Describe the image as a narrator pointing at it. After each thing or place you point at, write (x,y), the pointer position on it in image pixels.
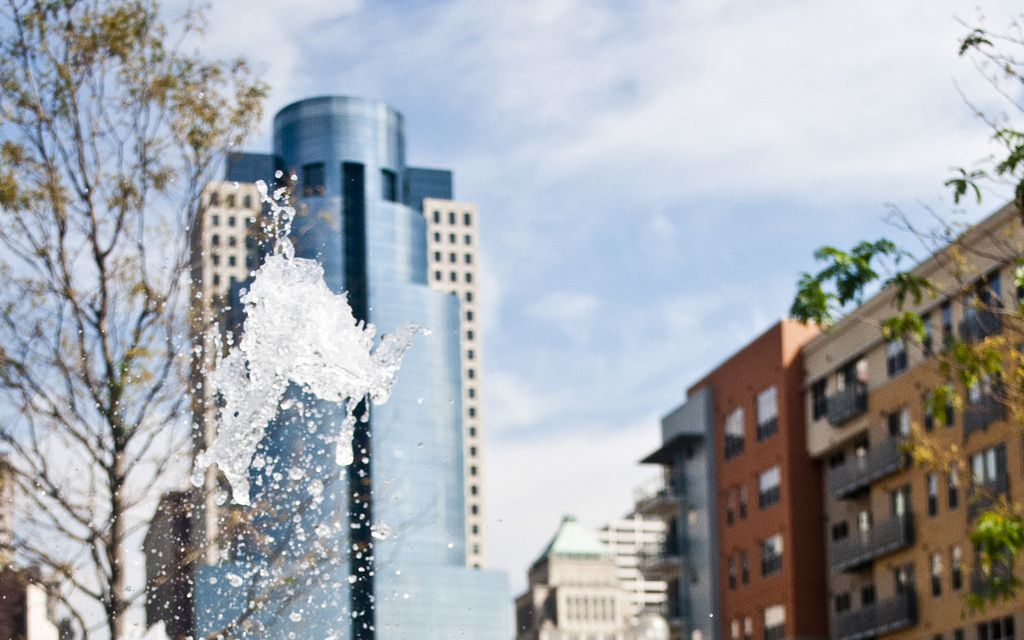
In this image there is a splash of water (283,355) in the middle (342,314). In the background (266,162) there are buildings (447,295). At the top (674,61) there is the sky (663,61). On the left side (68,230) there is a tree (62,229).
